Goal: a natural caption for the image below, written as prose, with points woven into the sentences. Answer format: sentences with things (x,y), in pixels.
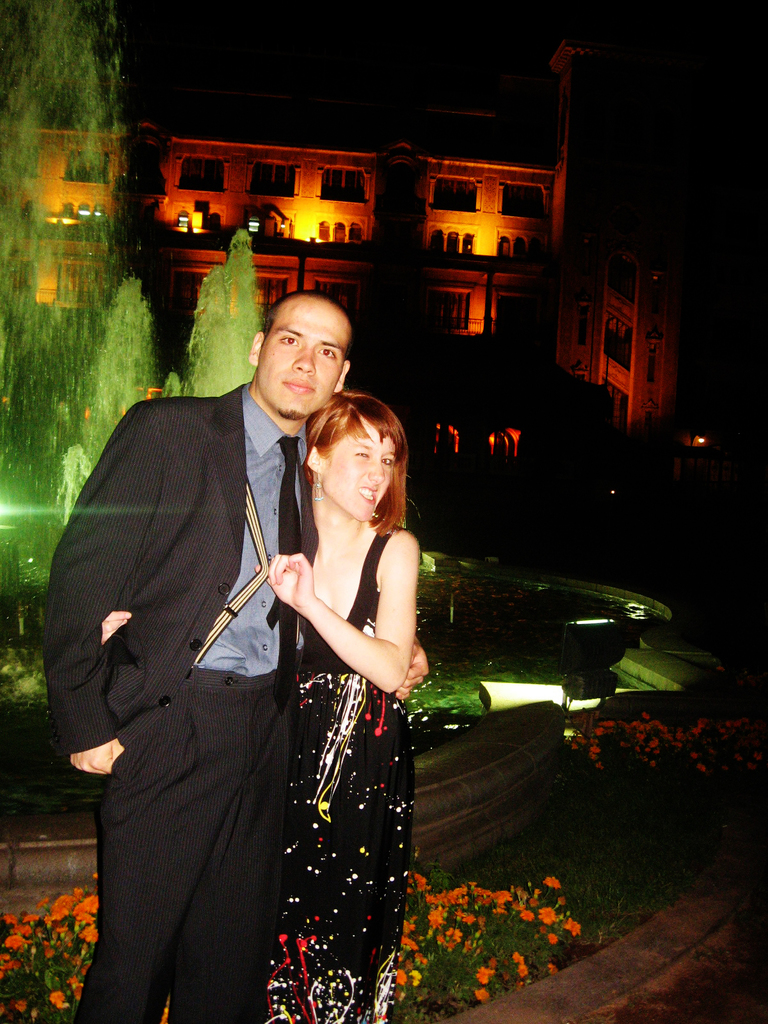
The man (200,568) in grey shirt (227,622) and black blazer (222,596) is standing beside the woman (290,820) who is wearing a black dress (324,711). Both of them are posing for the photo. Behind them, we see plants (41,951) which have flowers (482,926). Behind them, we see a fountain (110,423). There are buildings (568,351) in the background (488,371). In the background (533,417), it is black in color. This picture might be clicked in the dark.
